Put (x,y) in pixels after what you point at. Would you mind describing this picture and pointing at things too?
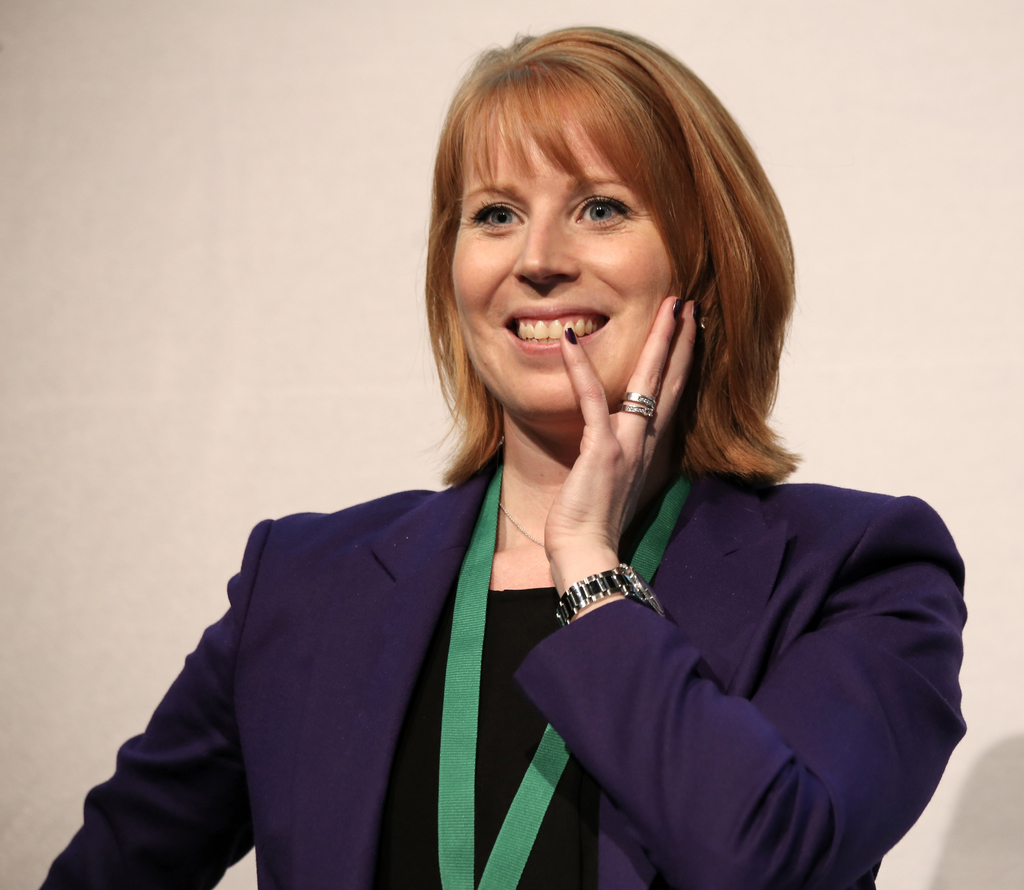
In this image we can see a person (332,648) wearing blue color suit (371,655), green color ID card (475,622), also wearing wrist watch (596,586) and ring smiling and in the background of the image (111,409) there is a wall (234,246).
